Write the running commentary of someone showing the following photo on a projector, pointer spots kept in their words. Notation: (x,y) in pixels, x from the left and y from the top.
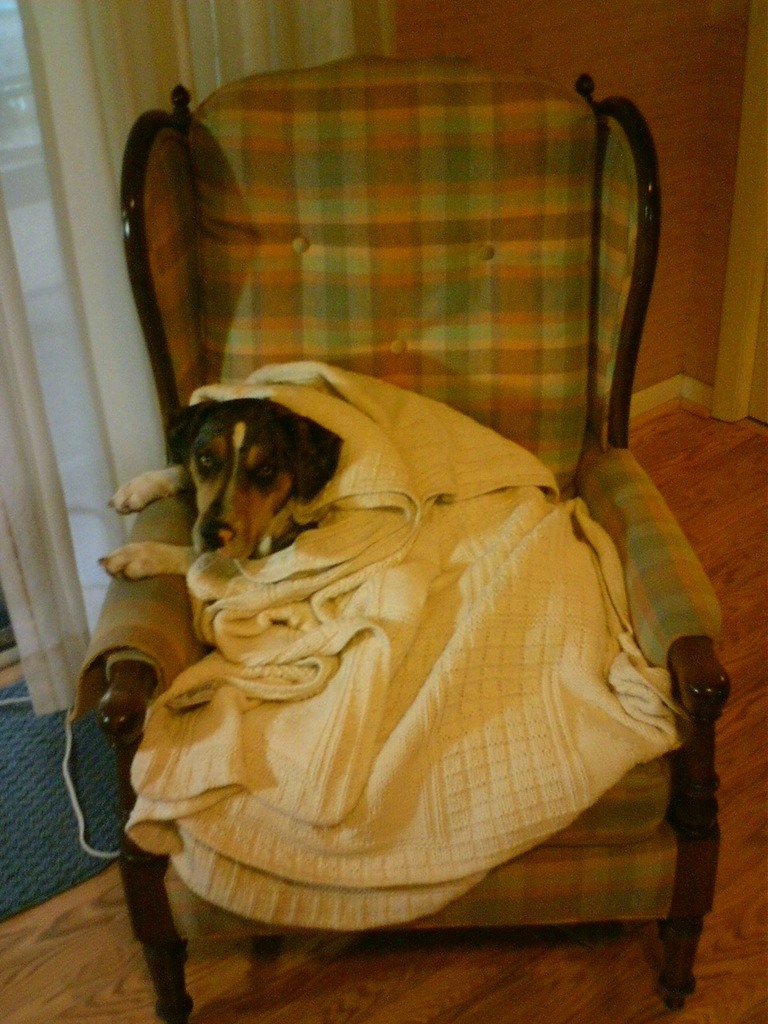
In this picture we can see a dog (262,477) is sitting on a chair (264,178), we can see a cloth (433,514) on the dog (277,450), at the bottom (484,1001) there is floor (490,994), we can see a mat (91,774) on the left side (65,797).
